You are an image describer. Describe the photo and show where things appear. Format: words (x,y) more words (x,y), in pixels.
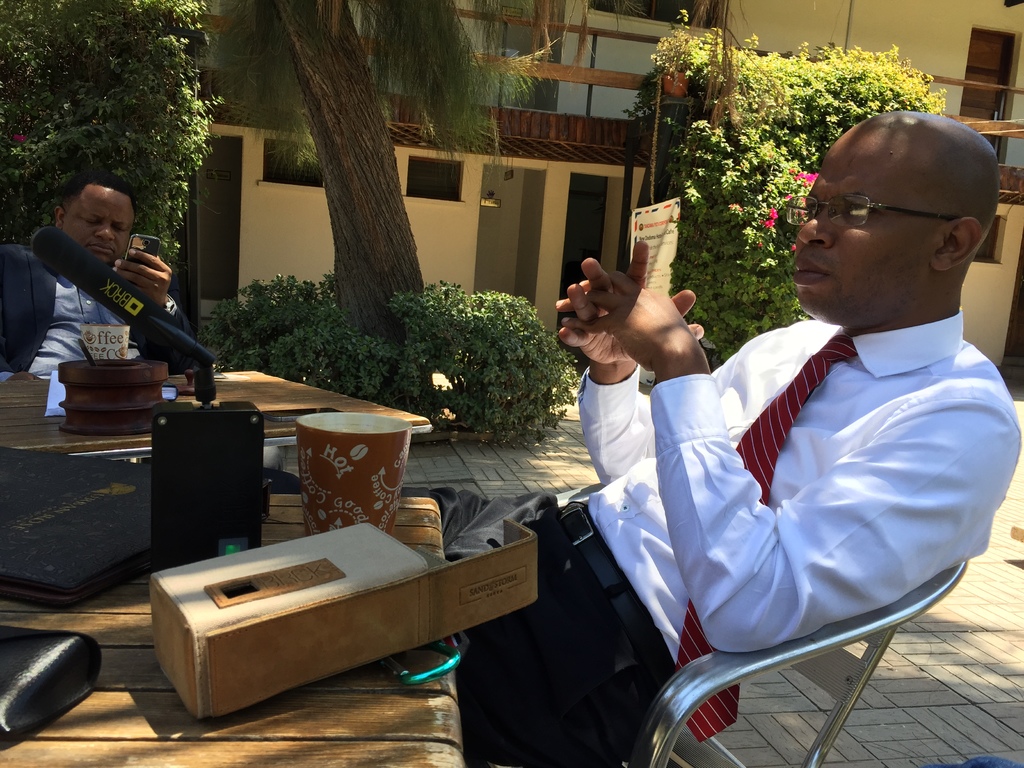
There is a person (961,144) sitting on a chair (652,766) and he is on the right side (717,762). There is another person (8,361) and he is on the left side (6,343). In the background (365,229) we can see trees (347,224) and a building (838,25).
